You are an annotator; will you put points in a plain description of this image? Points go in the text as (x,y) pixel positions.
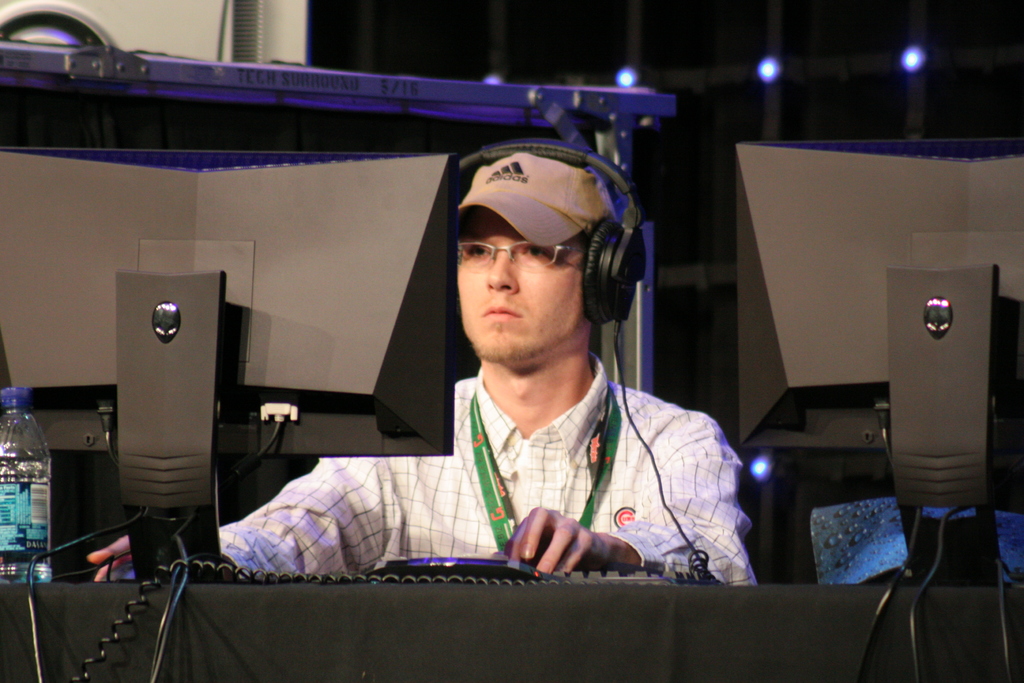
This image consists of a man (547,448). He is sitting. There is something in front of him. He is wearing headphones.
